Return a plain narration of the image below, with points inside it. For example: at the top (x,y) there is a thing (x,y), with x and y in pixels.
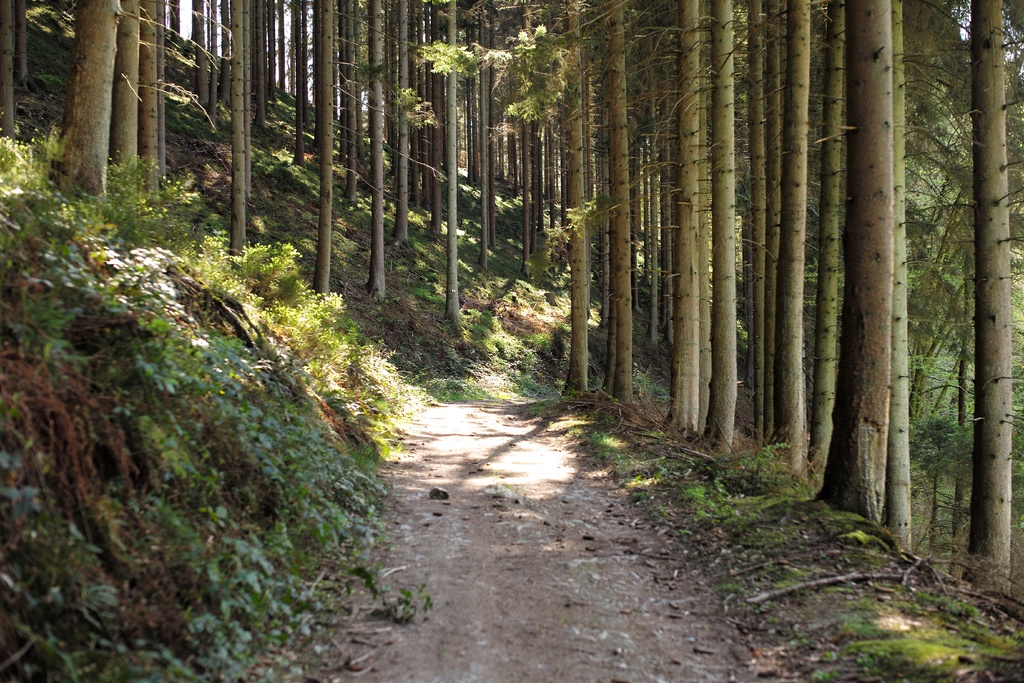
In this image I can see plants (232,443), the grass (470,251) and trees (477,133). Here I can see a path (477,505).
